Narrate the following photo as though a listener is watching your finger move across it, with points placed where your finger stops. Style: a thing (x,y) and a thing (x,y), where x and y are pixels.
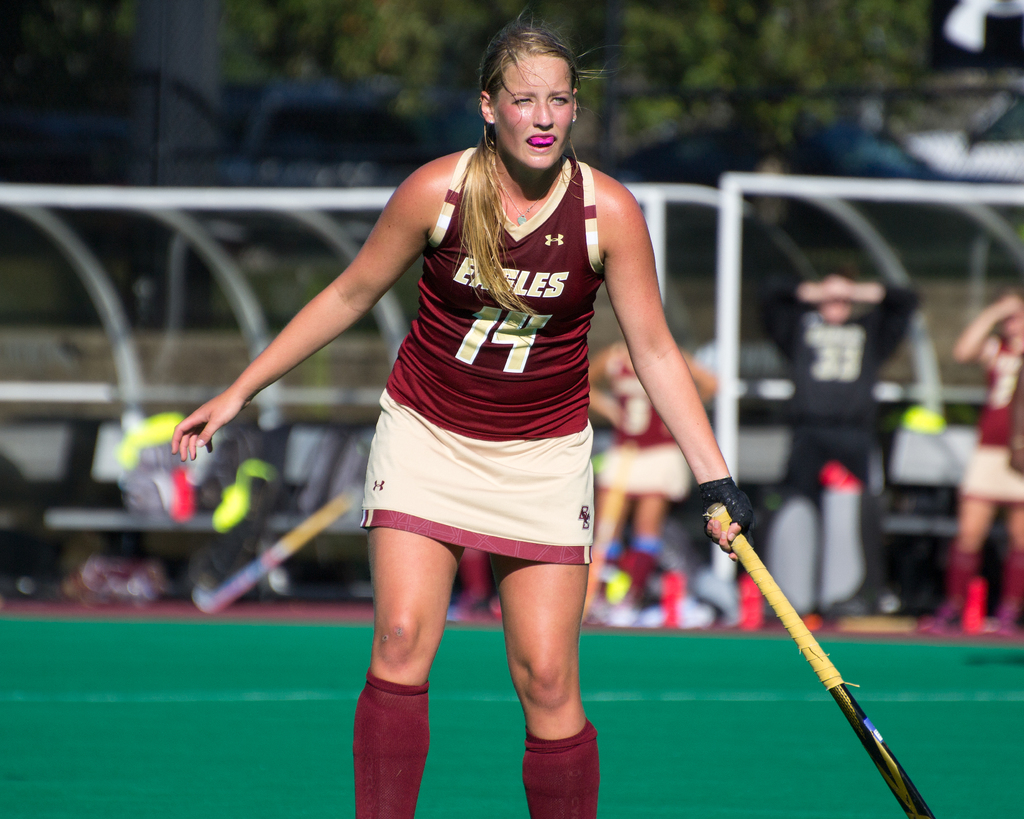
In this image I see a woman (465,358) who is wearing jersey (585,204) which is of maroon and cream in color and I see that there is a word (538,291) and numbers (512,335) written on this tank top (520,283) and I see she is wearing socks (378,695) and I see a stick (875,767) in her hand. In the background (879,704) I see the green grass (642,658), few more people (651,570) over there and I see that it is blurred in the background (640,413).
